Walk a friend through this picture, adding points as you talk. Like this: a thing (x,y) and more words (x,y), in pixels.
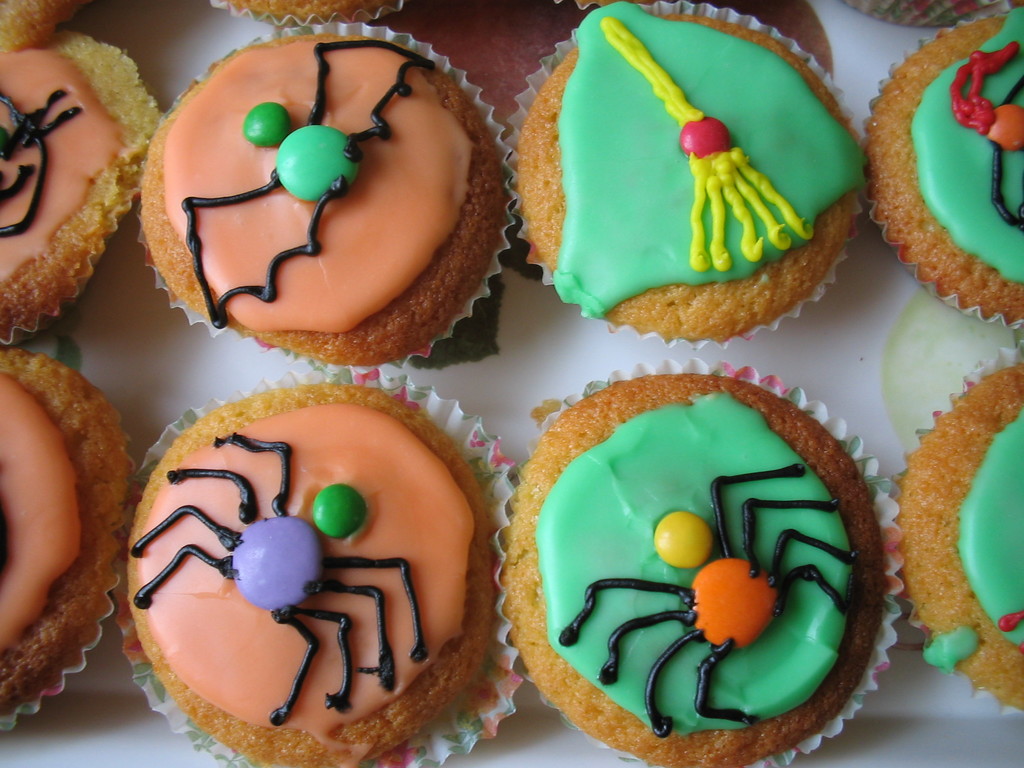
In this image, we can see desserts (394,546) on the table (563,16).
